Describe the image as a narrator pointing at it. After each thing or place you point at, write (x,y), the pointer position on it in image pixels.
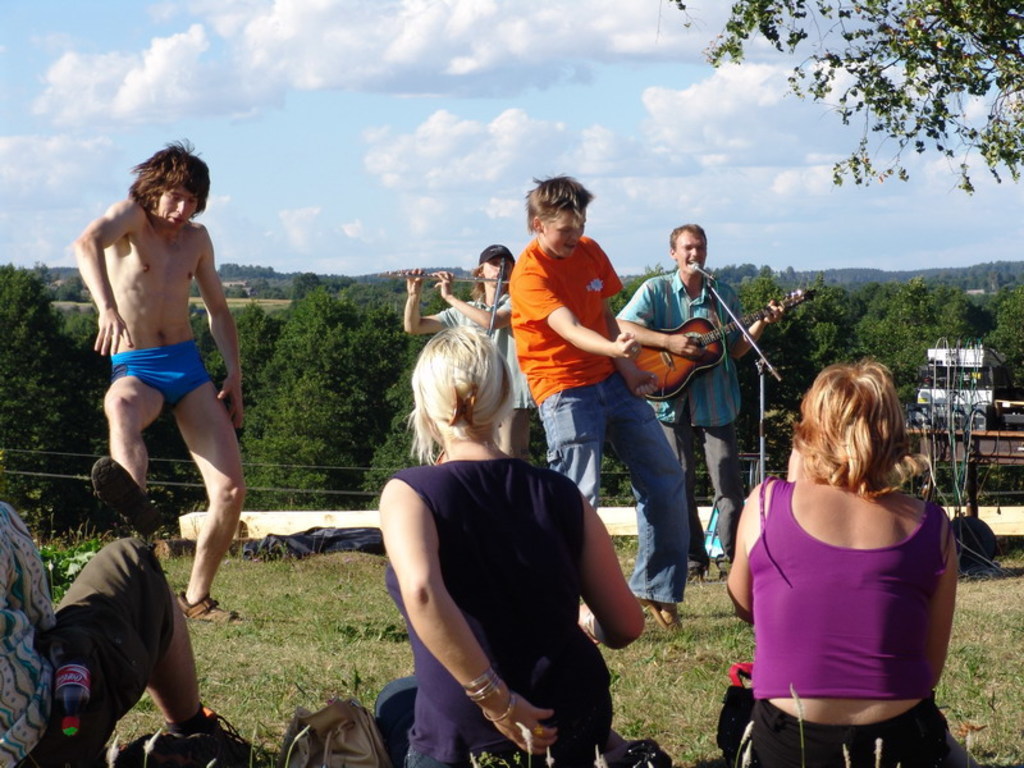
there are people (435,519) four people (657,501) are standing and three people (520,523) are sitting, two people (687,309) are playing musical instruments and two people (532,358) are dancing, there are trees (327,415) and cloudy sky (959,175).
